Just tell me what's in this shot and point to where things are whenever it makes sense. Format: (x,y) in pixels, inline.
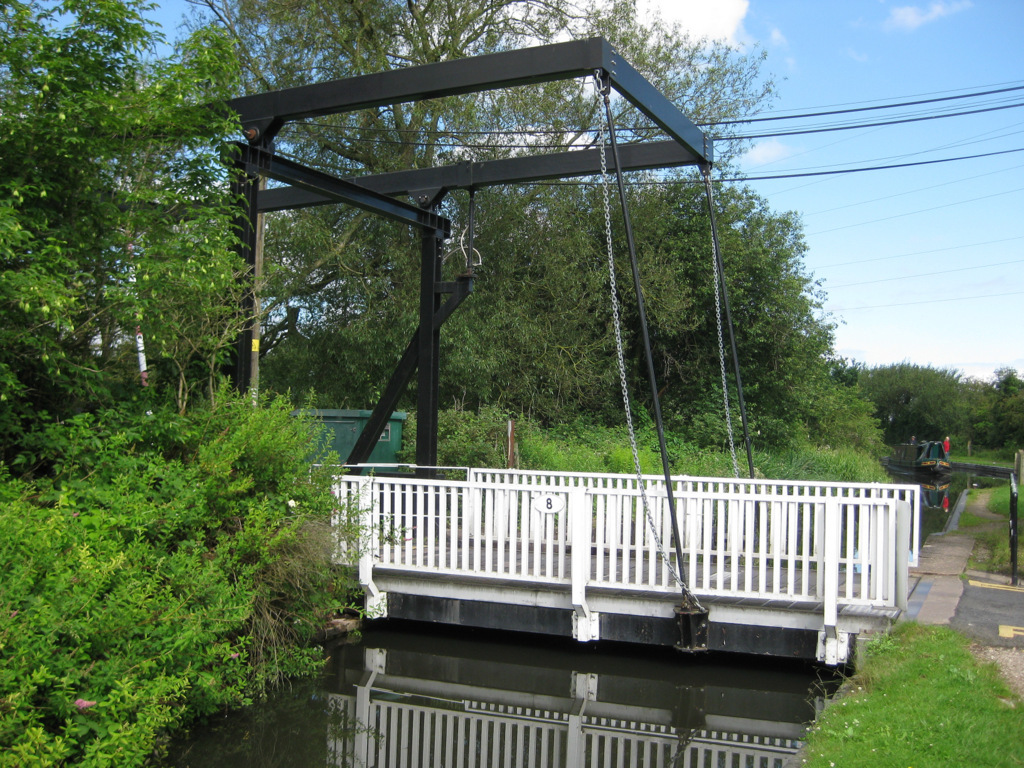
In this picture we can see white color bridge (678,625). On the bottom (564,704) there is a water (597,734). Here we can see plants (80,509) and trees (55,342). On the bottom right corner (944,685) we can see grass (904,699) near to the road (1013,592). In the background (678,417) we can see many trees (774,430). On the top (523,40) we can see electric wires (903,167), sky (910,137) and clouds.
